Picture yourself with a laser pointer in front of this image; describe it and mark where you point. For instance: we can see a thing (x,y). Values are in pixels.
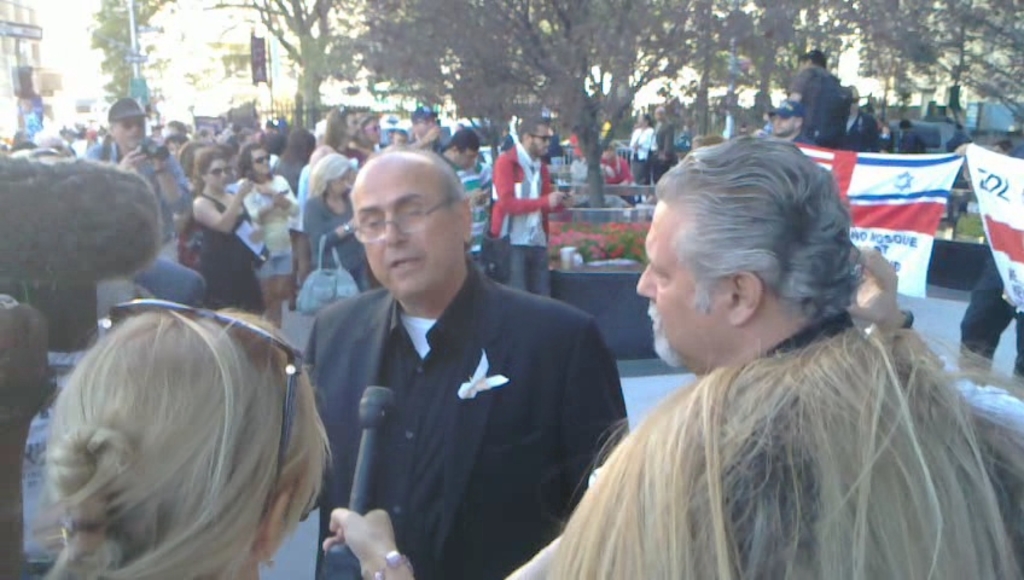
At the bottom of the image (353,526) I can see a woman (168,461) holding a mike (372,453) in the hand (370,566). In front of this woman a man (434,331) is standing and speaking. In the background (242,146), I can see a crowd of people (326,160) standing on the ground (302,315) and also I can see many trees (455,58) and buildings (196,52). On the right side (928,198), I can see few people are holding banners (911,179) in the hands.
